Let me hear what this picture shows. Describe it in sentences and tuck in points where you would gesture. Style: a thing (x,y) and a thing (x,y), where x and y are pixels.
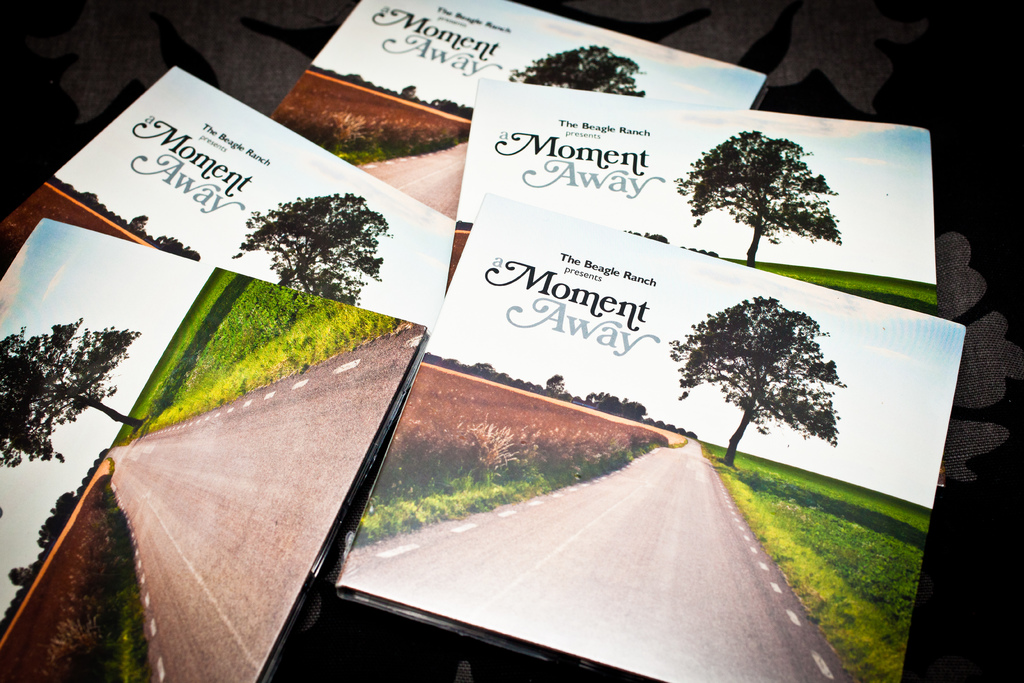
We can see books (586,114) on the surface (153,82), on these books (678,450) same picture (681,453), we can see tree (14,375), road (288,471) and grass (446,146).
